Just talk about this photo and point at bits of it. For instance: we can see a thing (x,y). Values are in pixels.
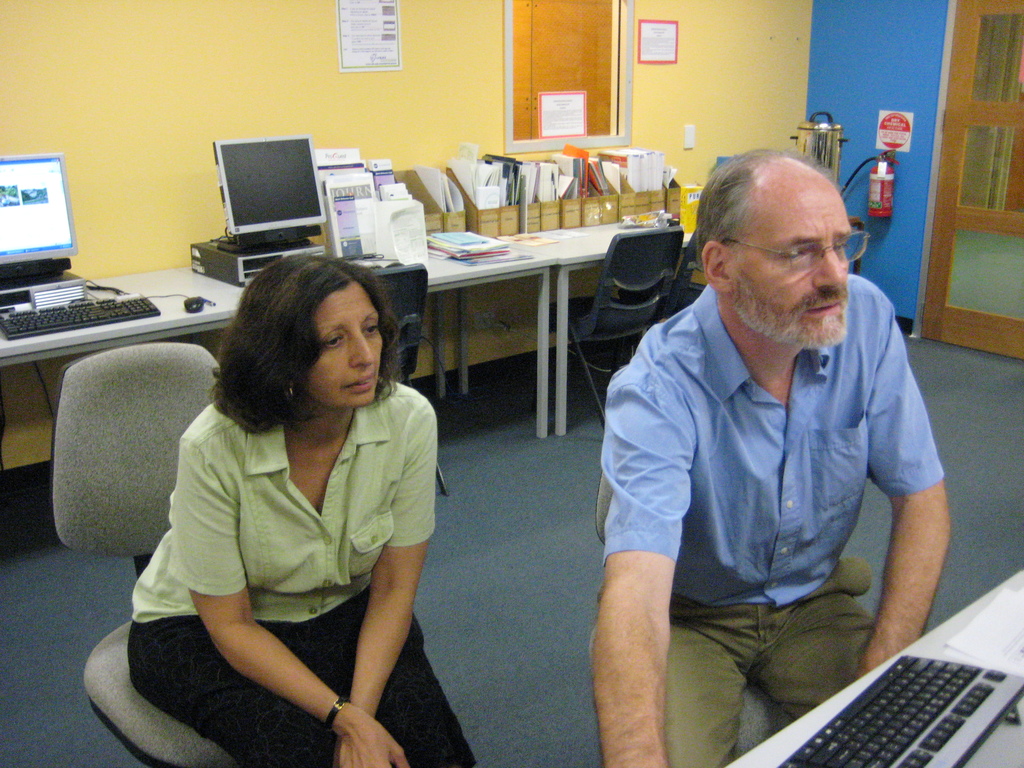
In the foreground of the image (778,698) we can see a keyboard (921,730) and two persons (378,642) are sitting on the chairs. In the middle of the image (468,281) we can see a table (172,331) on which two computers (15,216) and some objects (526,225) are there. On the top of the image (657,48) we can see a window (631,96) and two posters (383,50).
